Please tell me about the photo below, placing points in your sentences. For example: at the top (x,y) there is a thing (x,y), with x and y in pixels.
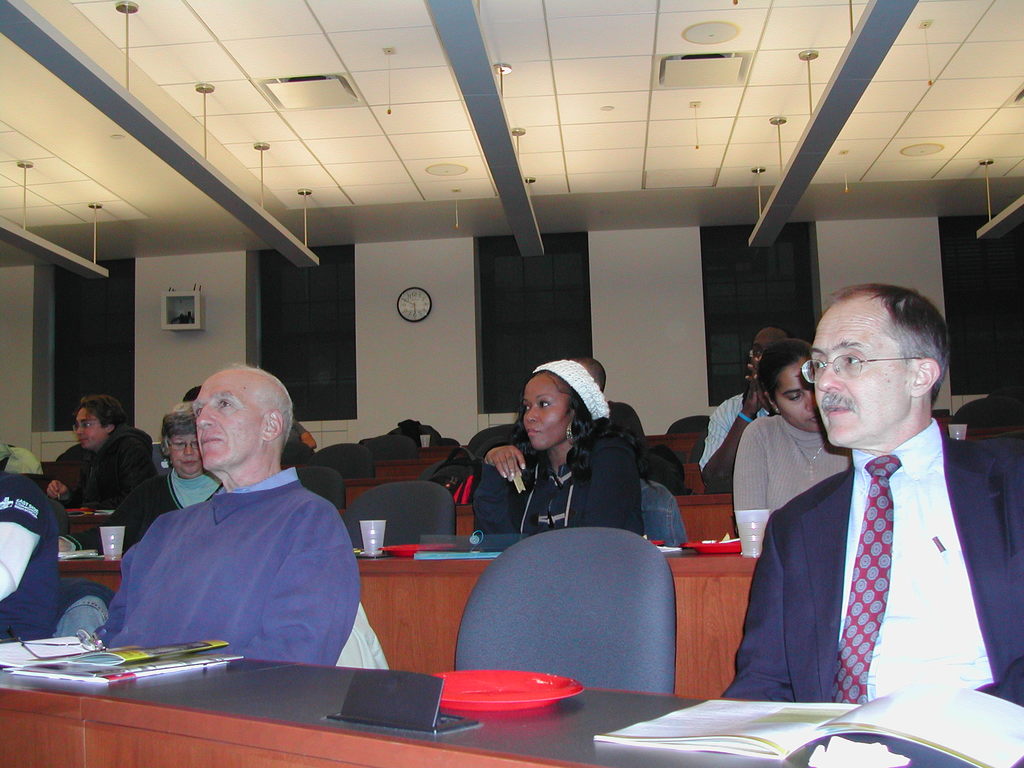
In this picture we can see people (311,589) sitting on chairs (482,632), here we can see books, cups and some objects (443,558) and in the background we can see a wall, clock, roof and some objects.
